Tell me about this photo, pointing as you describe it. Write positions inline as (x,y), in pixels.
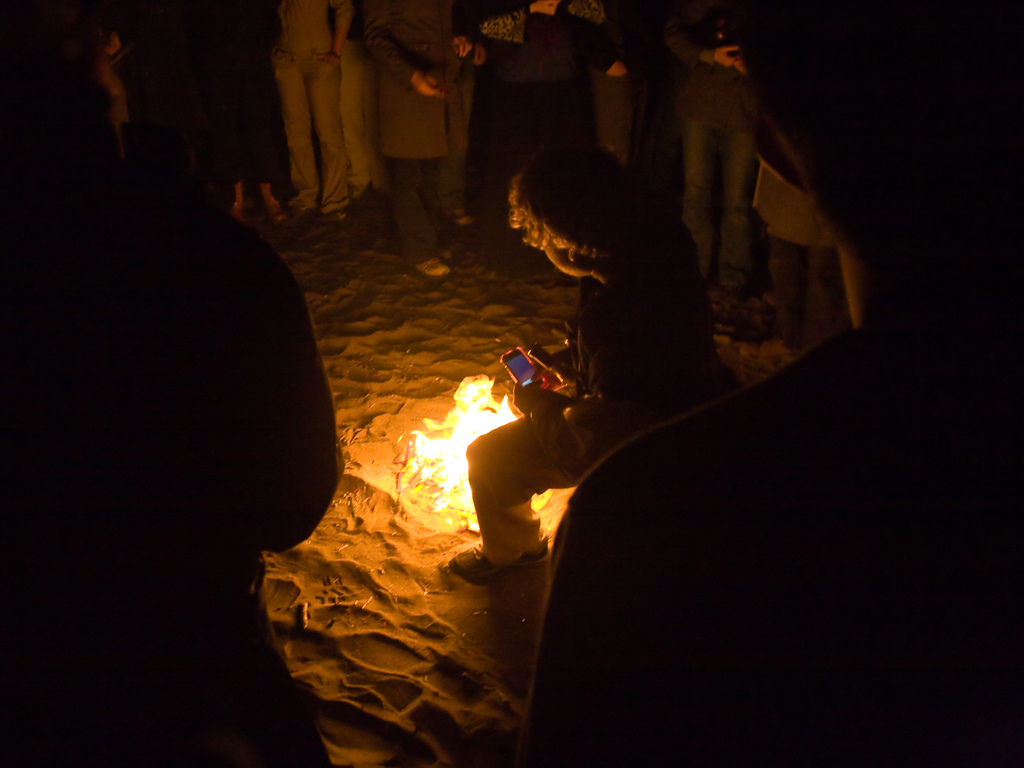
Many people (197,297) are standing on the sand (447,403). There is fire (436,500) at the center (435,482) and a person (526,425) is present holding a mobile phone (524,355).
